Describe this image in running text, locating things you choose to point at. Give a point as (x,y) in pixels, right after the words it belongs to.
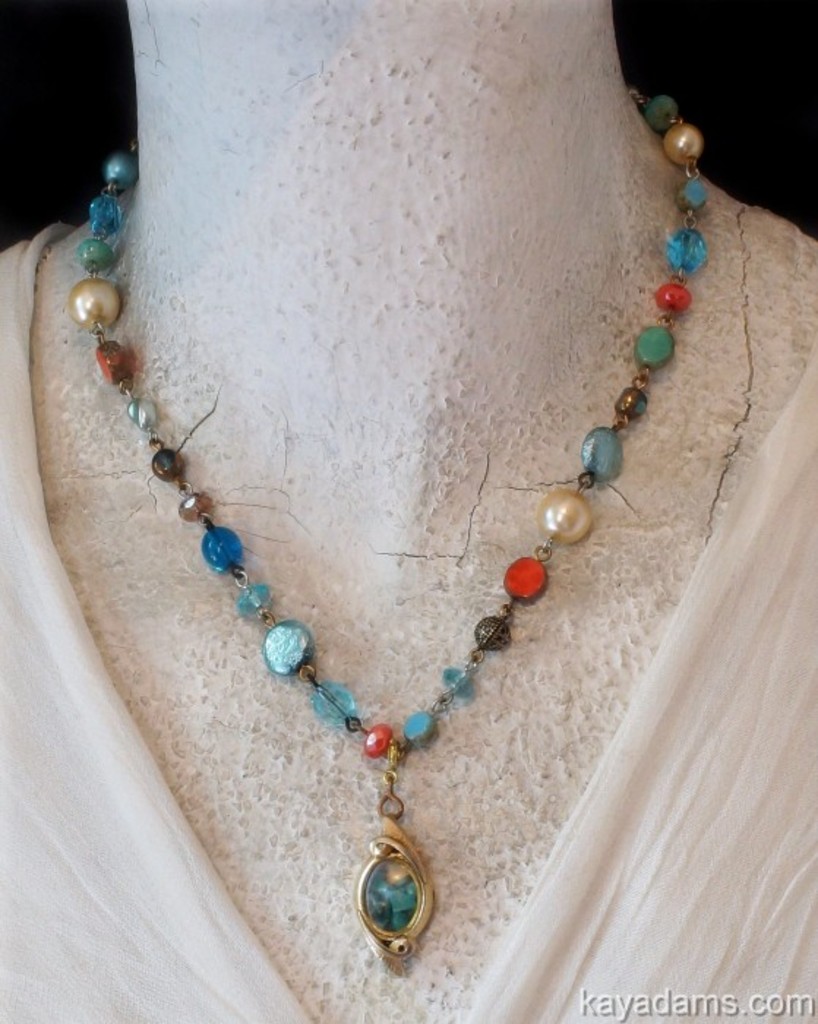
In this picture we can see a statue (285,580) with the necklace (482,628) and on the image there is a watermark (697,1010).
